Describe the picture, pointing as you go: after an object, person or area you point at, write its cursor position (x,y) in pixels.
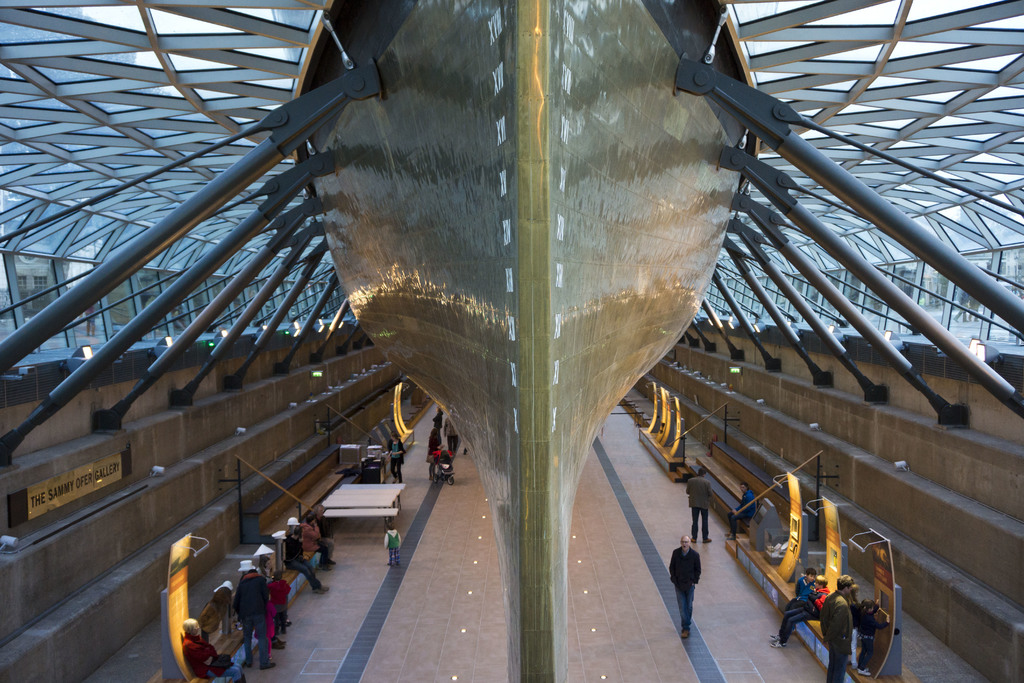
This image is taken indoors. At the bottom of the image (460,586) there is a floor (673,598). In the middle of the image (541,356) there is an architecture (470,243). On the left (246,530) and right side of the image (1004,561) there are a few walls (286,456), pillars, benches (276,523) and a few people (287,560) are sitting on the benches (282,496) and a few (843,625) are walking on the floor (423,510). At the top of the image (97,163) there is a roof (65,116).
